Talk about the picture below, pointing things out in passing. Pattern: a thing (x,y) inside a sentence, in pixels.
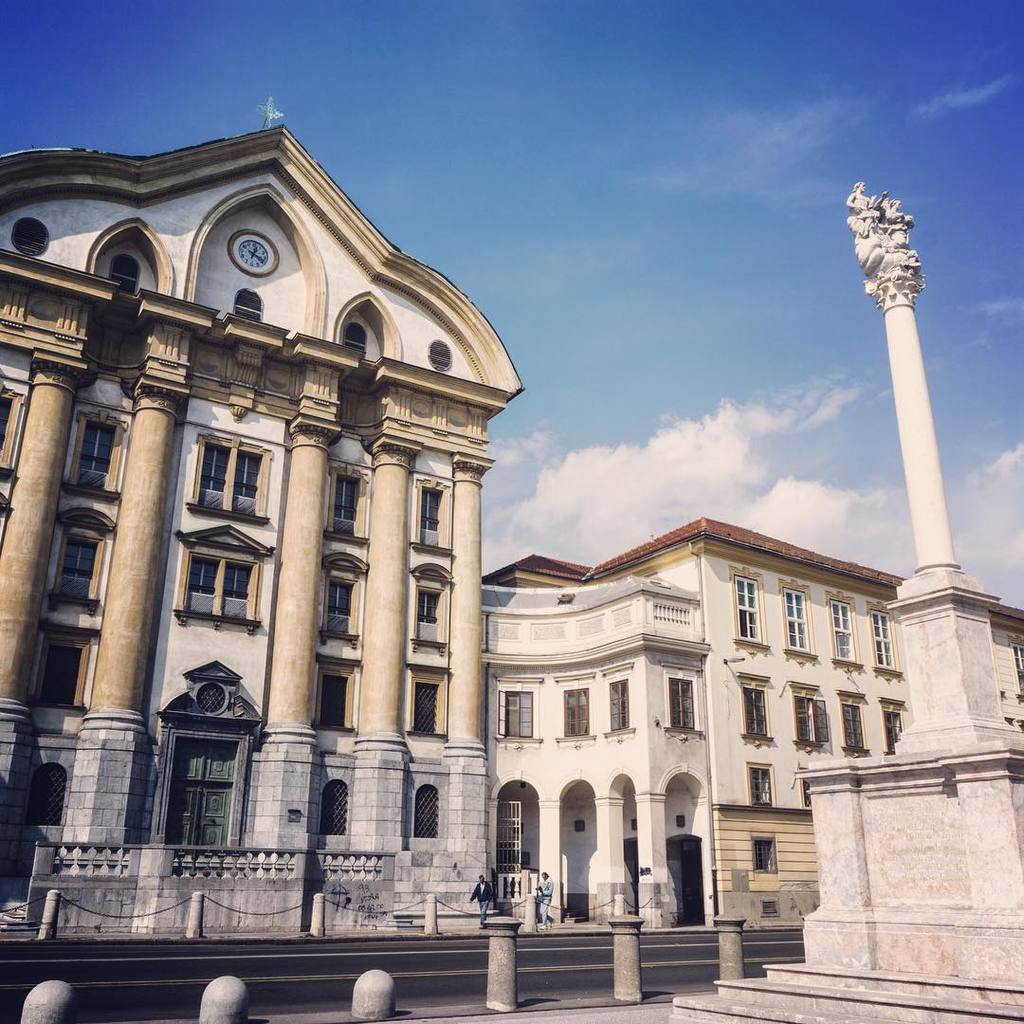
In this picture I can see a sculpture (867,226) on the pillar (918,462), there are two persons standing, there is road (443,941), there are buildings (595,674), there is a clock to one of the building (242,407), and in the background (667,271) there is sky (679,257).
